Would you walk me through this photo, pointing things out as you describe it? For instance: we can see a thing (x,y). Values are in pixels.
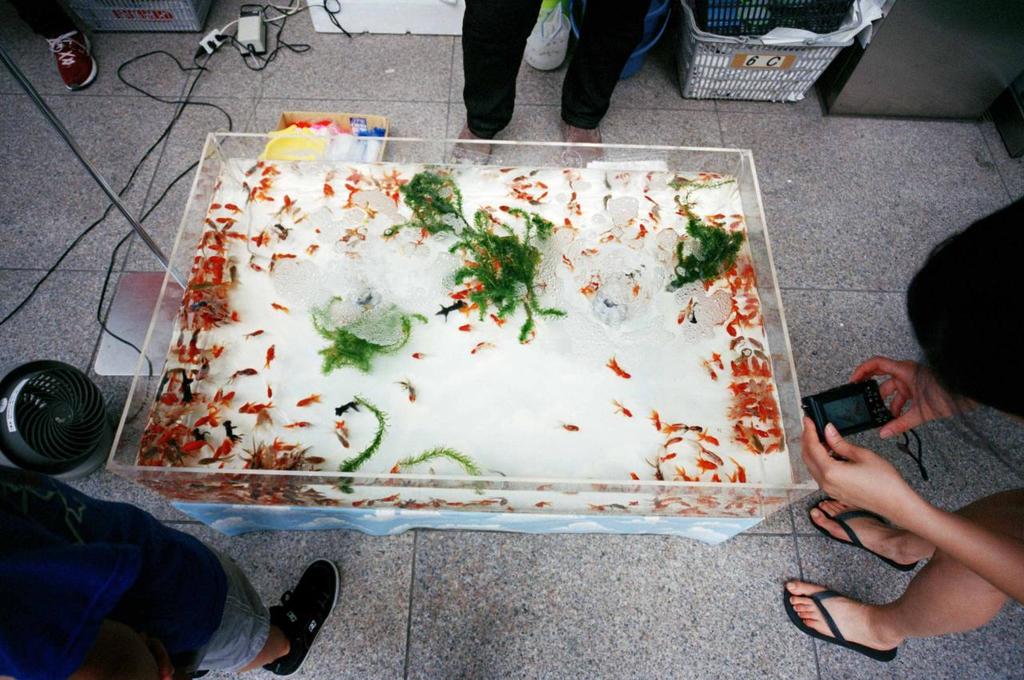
In this image there is a woman (961,351) towards the right of the image (923,468), she is holding an object (923,454), there are person's legs (91,56) towards the top of the image (81,44), there is a person (147,605) towards the bottom of the image (84,569), there is an aquarium (270,502), there are fishes (273,450) in the aquarium (252,236), there is water (527,354) in the aquarium (519,405), there are plants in the aquarium (405,288), there are objects (552,53) towards the top of the image (311,149), there are objects (89,412) on the floor (794,247), there are wires (159,141) on the floor (161,122).
